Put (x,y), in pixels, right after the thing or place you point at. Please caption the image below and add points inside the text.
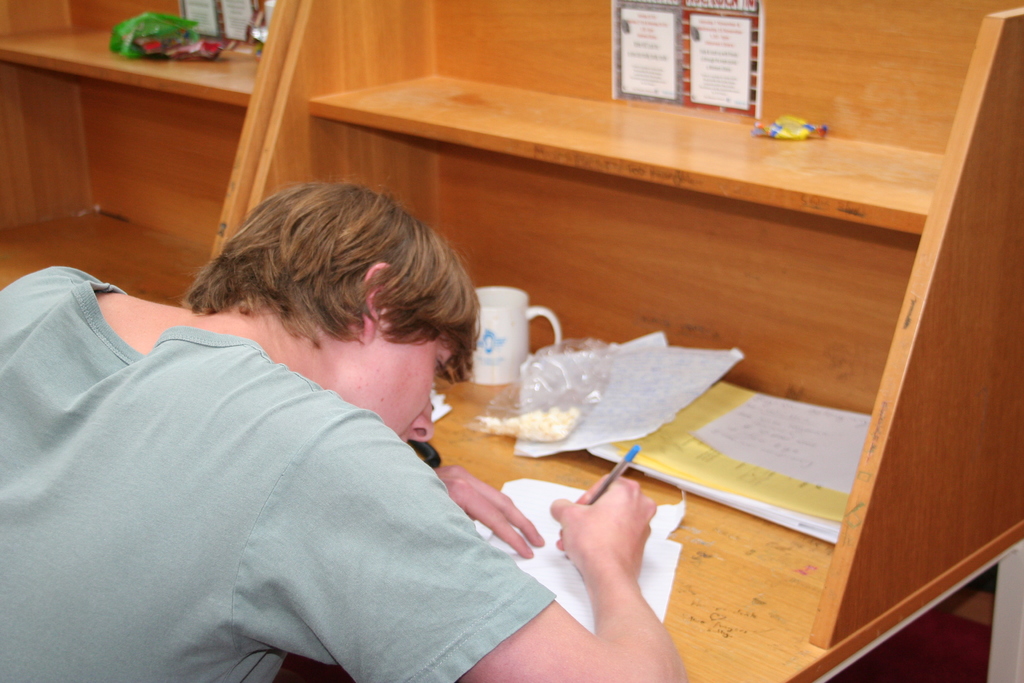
The image consist of a man (167,489) sitting and wearing a green t-shirt (543,601). He is writing on a paper (543,519). In front of him, there is a desk (783,559) made up of wood (724,238). On which some papers (626,426) and a mug (501,326) is kept.
